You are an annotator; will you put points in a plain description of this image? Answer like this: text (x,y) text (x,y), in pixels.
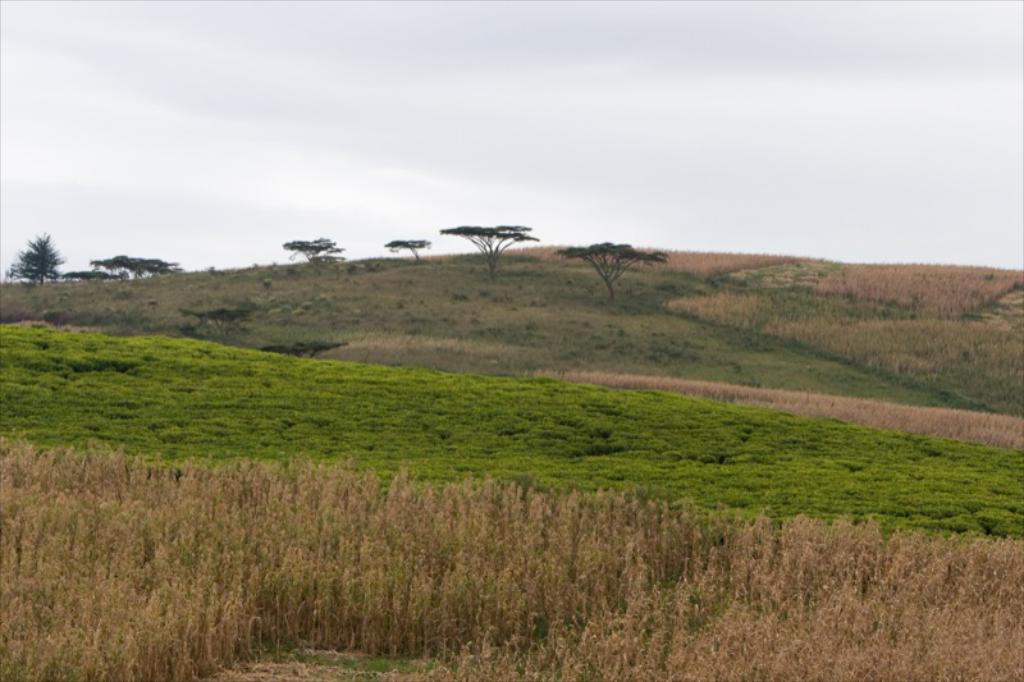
In this picture I can see the farmland (526,462). At the bottom (452,564) I can see the plants (924,616) and grass (450,662). In the background (758,261) I can see the mountain (399,292) and trees (426,244). At the top (645,48) I can see the sky (618,41) and clouds (280,60).
